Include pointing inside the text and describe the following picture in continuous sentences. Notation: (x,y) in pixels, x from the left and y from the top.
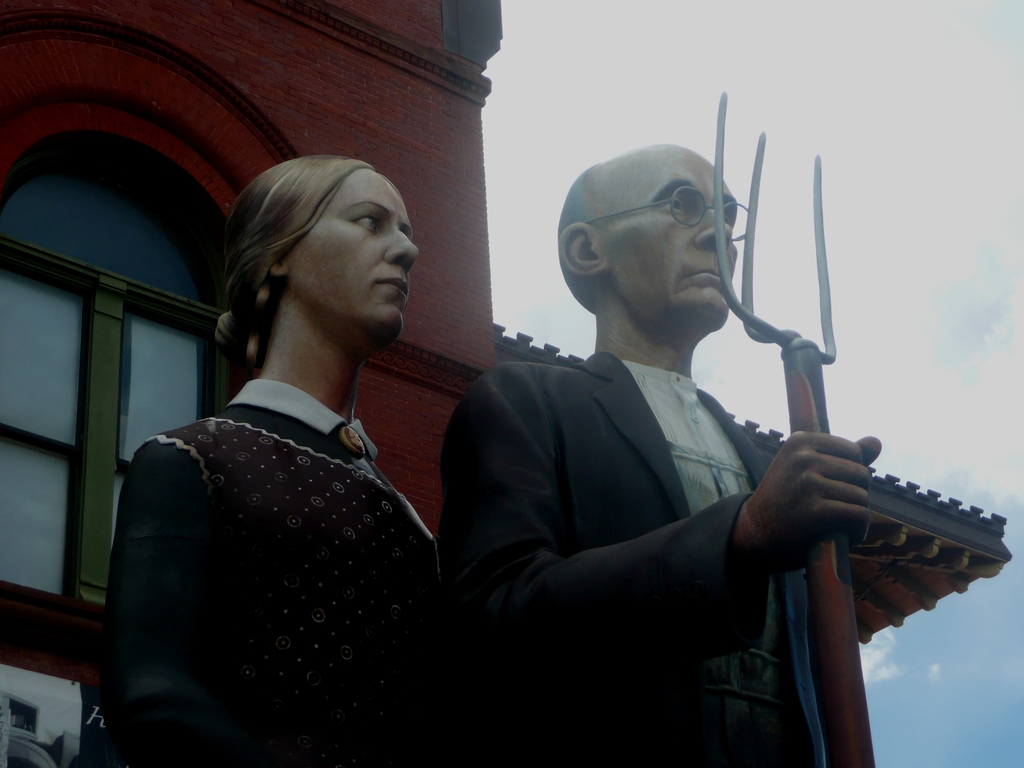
In this image, we can see some statues (514,468) and a building (429,15). We can see the sky (936,302) with clouds (973,168).
